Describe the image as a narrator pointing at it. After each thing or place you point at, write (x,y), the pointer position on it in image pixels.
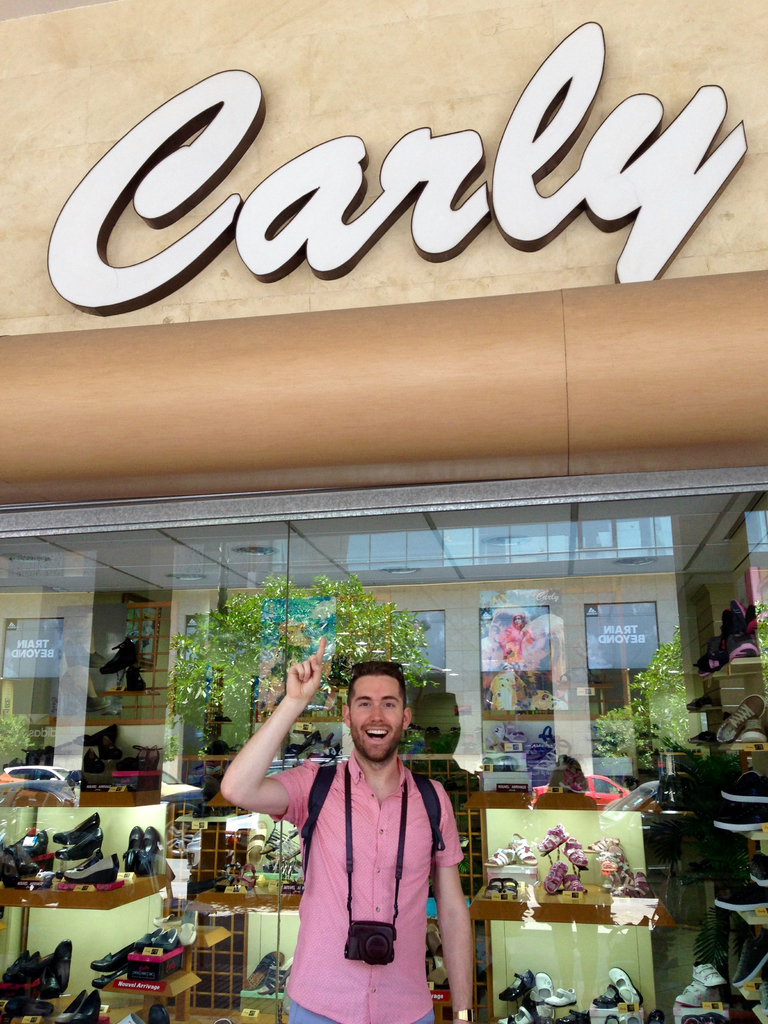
In this image we can see a person (338,809), wearing a backpack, and a camera (352,933), behind with him we can see some foot wears (92,1006) on racks (498,796), and tables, we can see the reflection (244,634) of plants (249,643), also we can see some texts (329,235) on the wall (413,267), and a window (606,733).
